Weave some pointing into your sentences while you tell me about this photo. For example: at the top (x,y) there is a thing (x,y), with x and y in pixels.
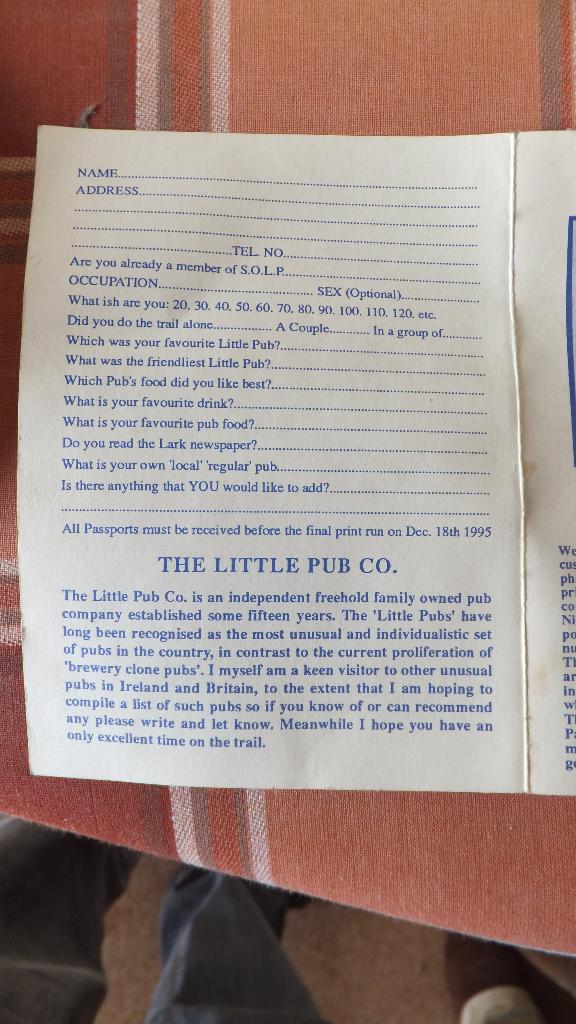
In this image we can see papers (346,395) with text (251,441). And the papers (251,174) are on a cloth (297,797). At the bottom (219,882) we can see legs (94,920) of a person (208,935).
